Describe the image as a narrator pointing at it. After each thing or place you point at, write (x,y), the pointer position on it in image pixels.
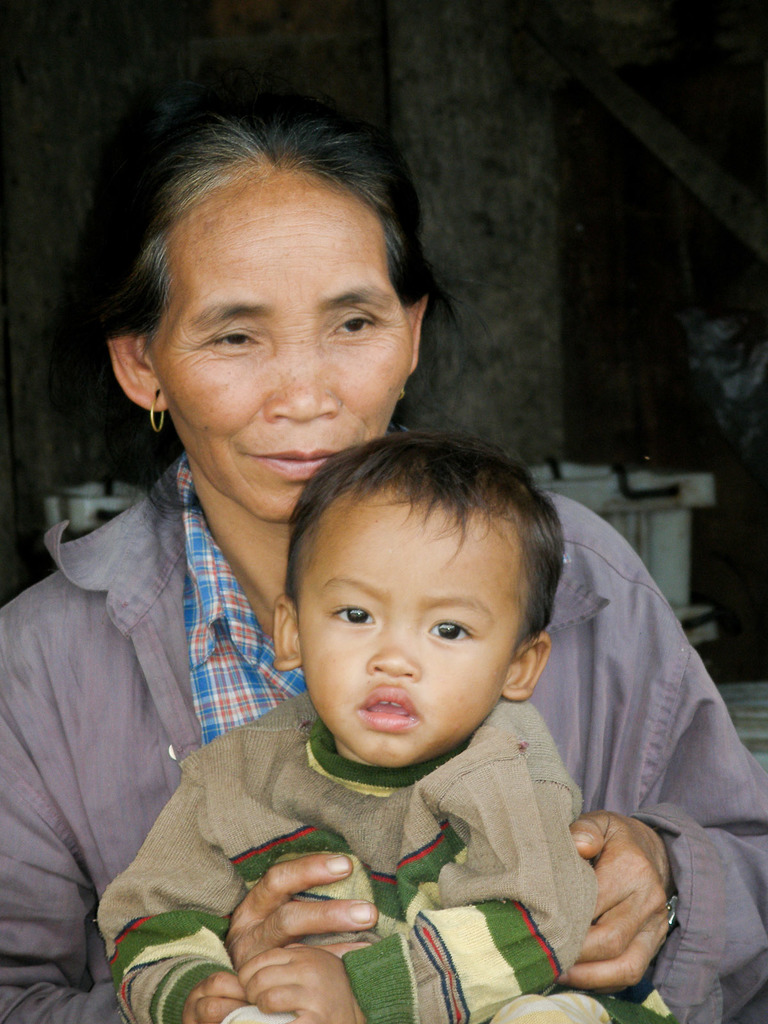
In this picture I can see a woman (291,378) holding a boy (428,596), and in the background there are some objects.
